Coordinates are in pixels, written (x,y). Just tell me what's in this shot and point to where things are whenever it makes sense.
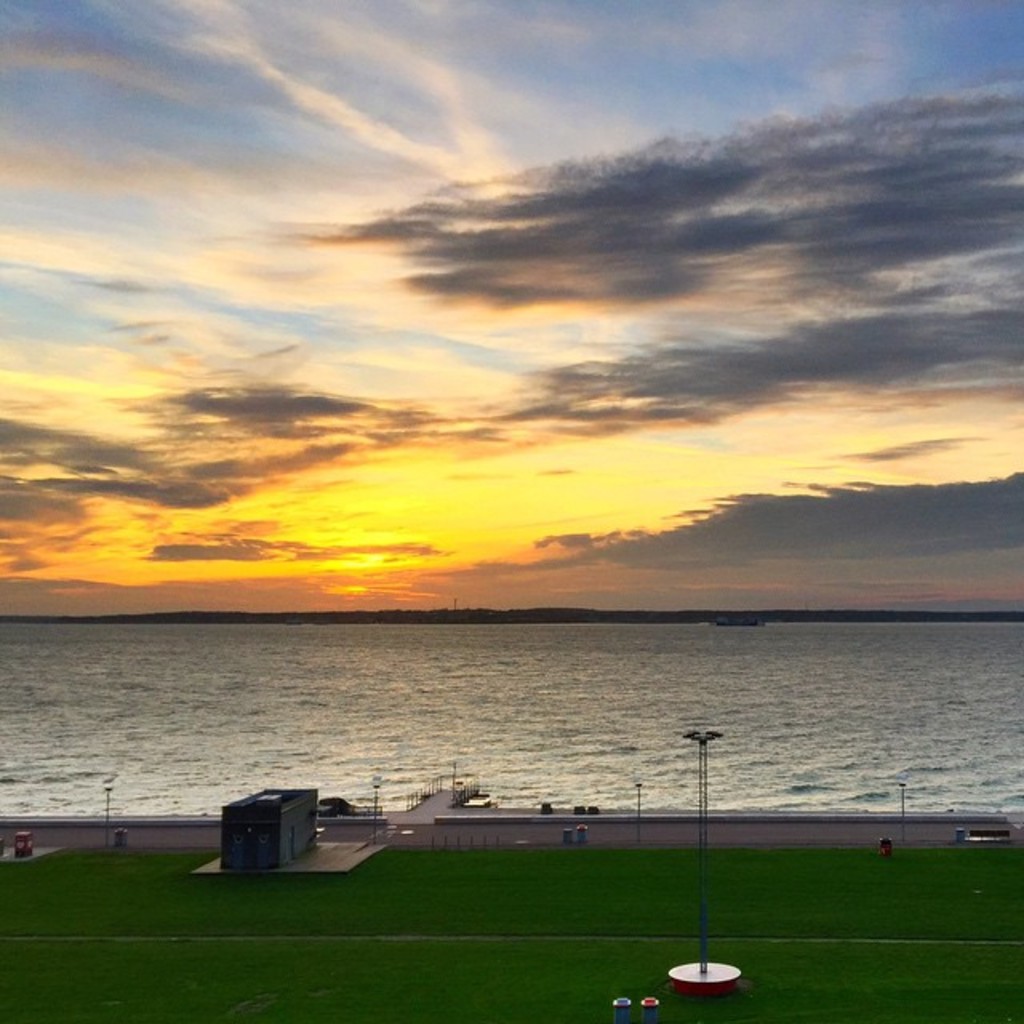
In this image I can see the ground (386,957). To the side of the ground (386,957) I can see the container (235,858) and the bridge (401,818). To the side of the bridge (419,820) there are water (418,746). In the background (414,583) there are clouds (86,548) and the sky (270,354).
